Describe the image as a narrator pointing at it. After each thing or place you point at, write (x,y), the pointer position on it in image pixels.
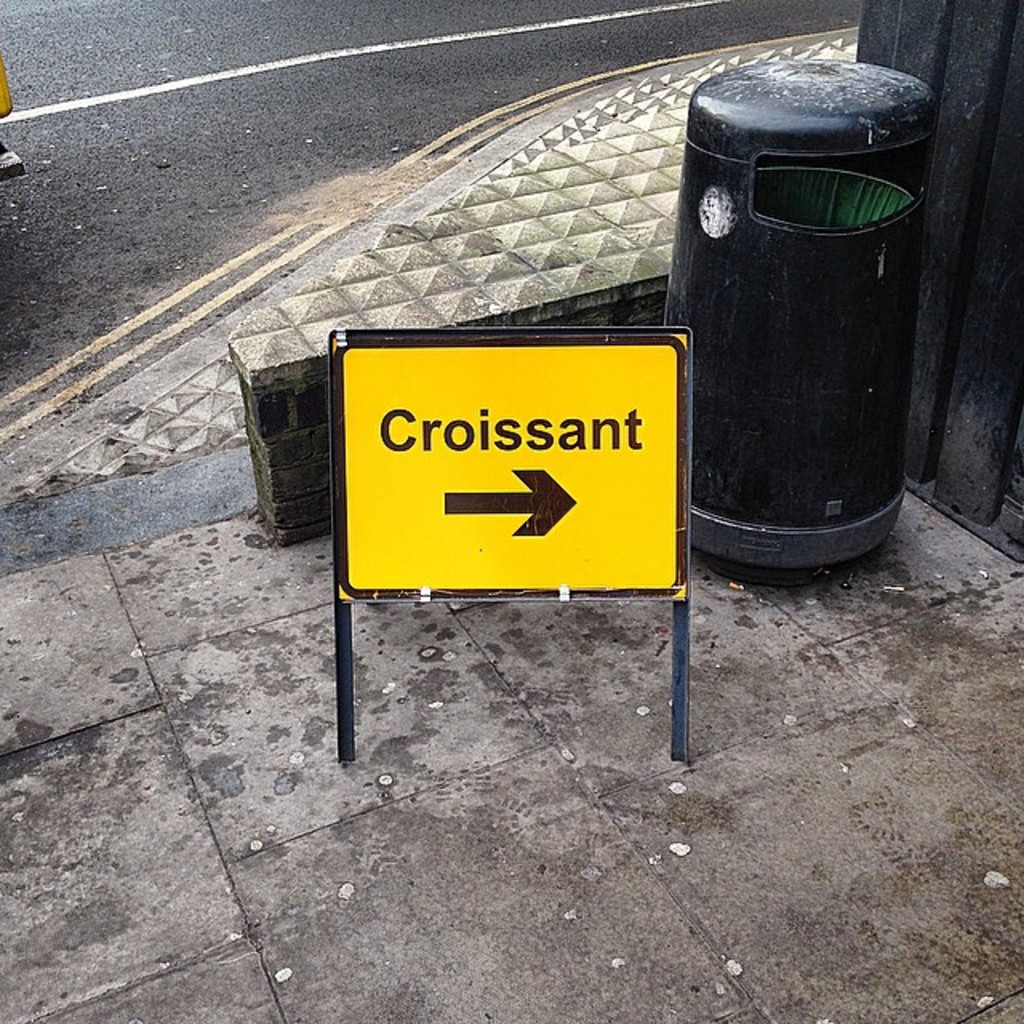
In the middle of the picture (645,386), we see a yellow color board (409,441) with "CROISSANT" written on it. Beside that, we see a black color garbage bin (870,313) and behind that, we see the road (550,74). This picture might be clicked outside the city.
